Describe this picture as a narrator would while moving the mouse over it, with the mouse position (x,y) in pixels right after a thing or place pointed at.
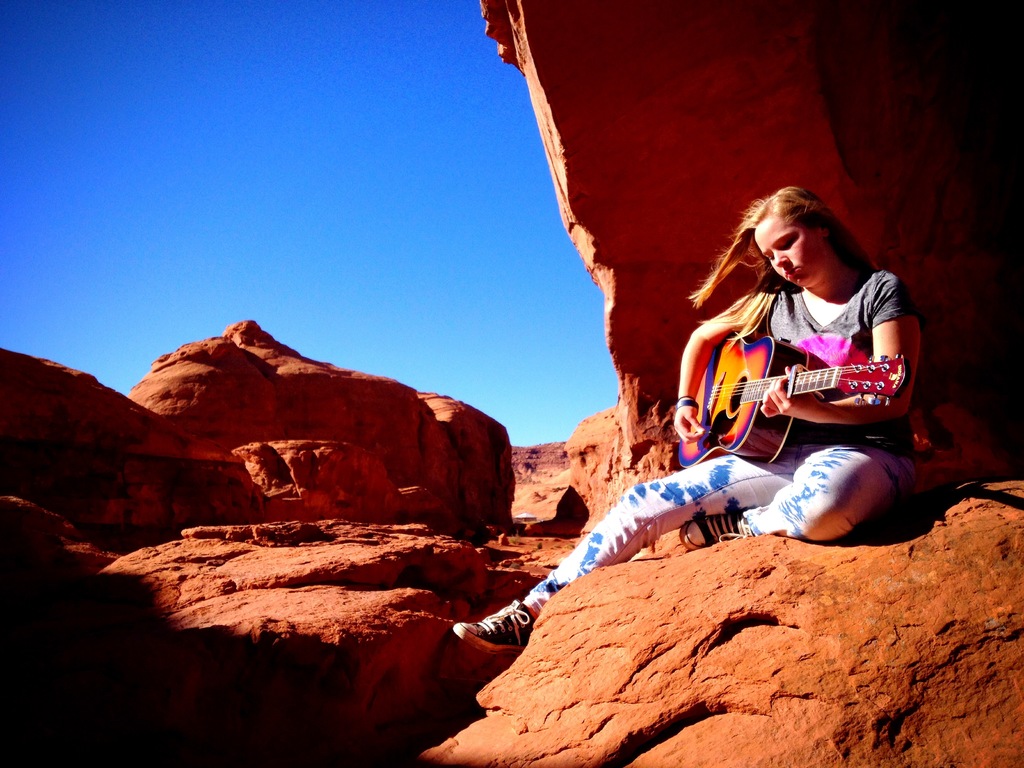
In this image i can see a woman (839,466) sitting on rocks (932,522) and holding a guitar (775,351). In the background (490,345) i can see the sky (296,198).
